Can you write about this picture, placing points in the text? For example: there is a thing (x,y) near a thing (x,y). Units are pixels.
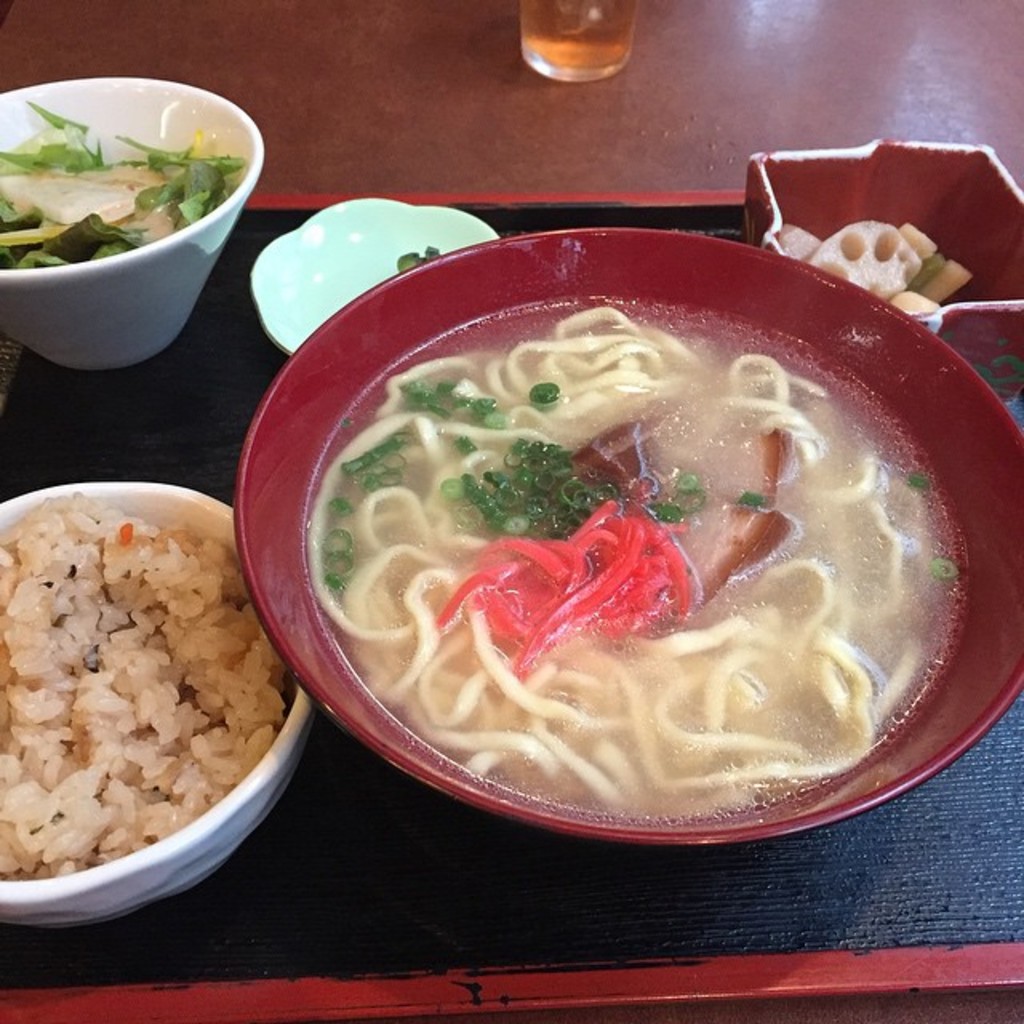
In this image there are bowls (973,487), plate (464,243), glass (621,58), platform (524,118), tray (608,216) and food (645,444). Bowls (583,272) and plate (330,243) are on the tray (596,892).
